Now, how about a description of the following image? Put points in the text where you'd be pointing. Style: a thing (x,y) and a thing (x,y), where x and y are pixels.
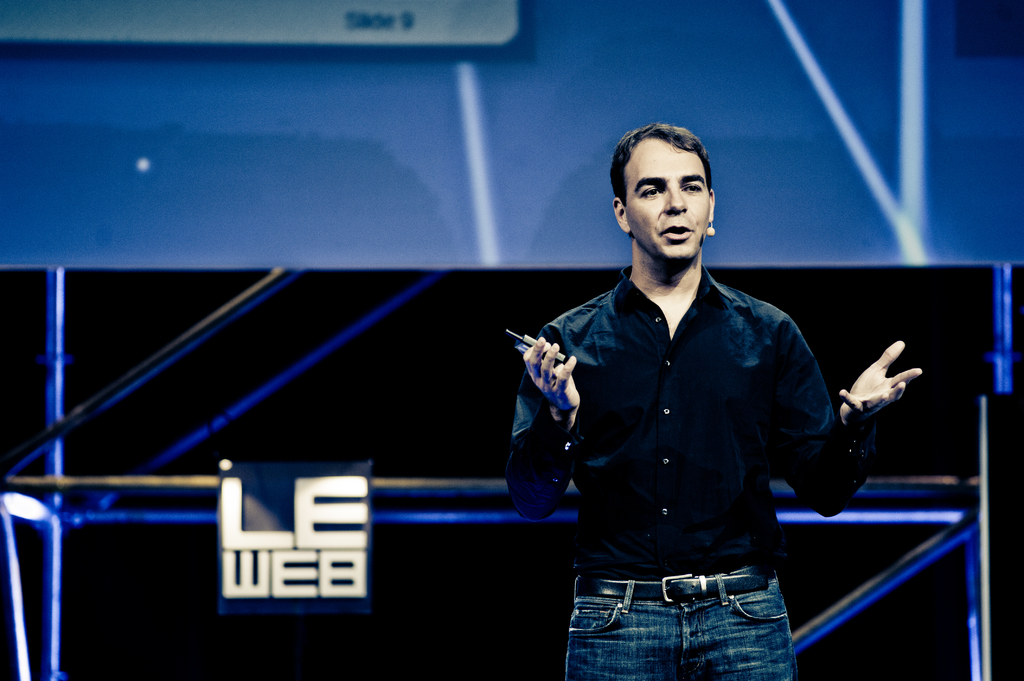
In this picture we can see a man (636,609) holding an object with his hand (545,383) and in the background (169,255) we can see the wall (485,604), some objects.
